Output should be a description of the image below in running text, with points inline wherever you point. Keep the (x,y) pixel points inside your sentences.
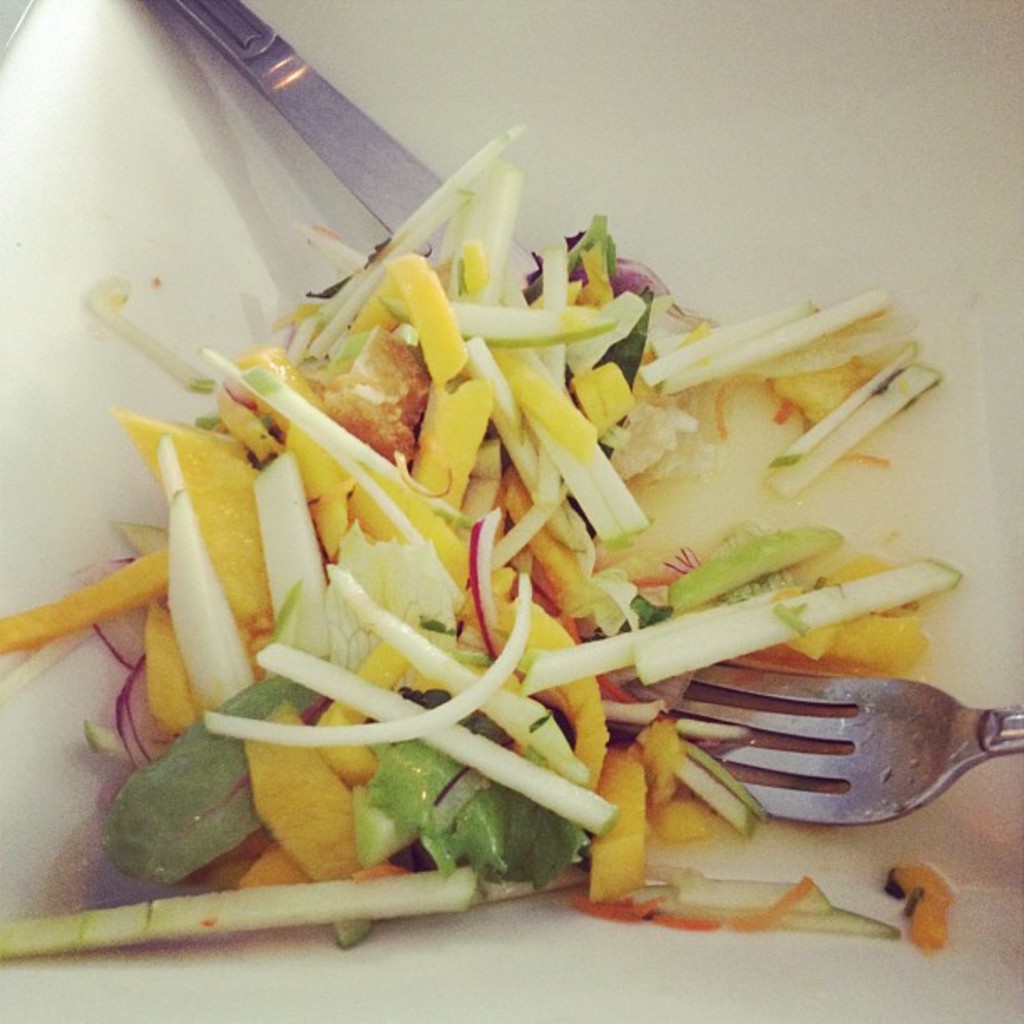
We can see food (268,887) in a container (98,694), fork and spoon (278,65).
